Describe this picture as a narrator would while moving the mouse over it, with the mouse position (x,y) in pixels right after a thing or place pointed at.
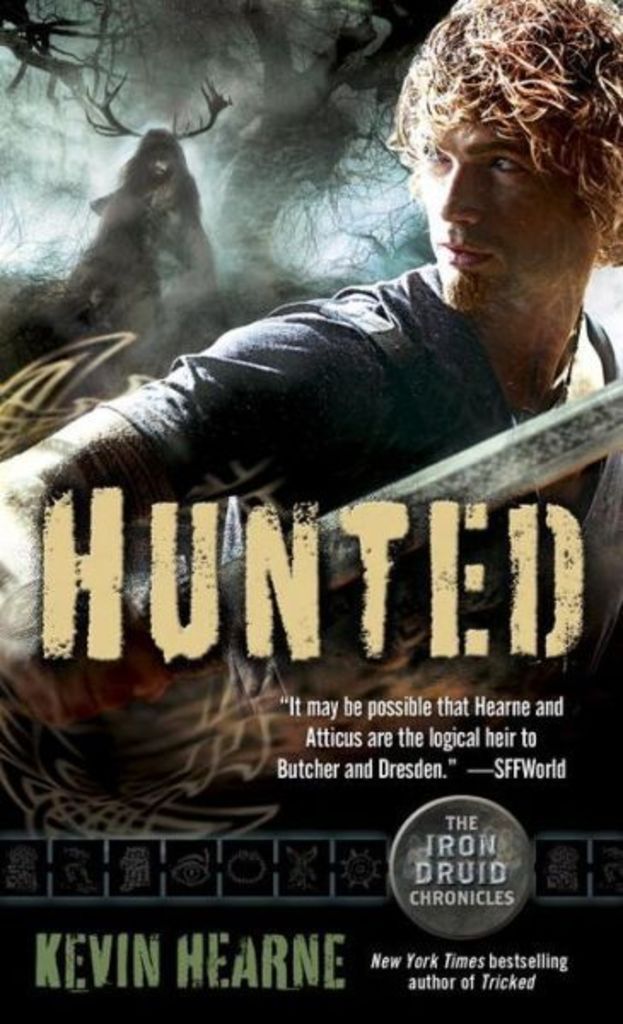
In the image there is a poster (448,212) of a man (573,206) holding a sword (556,440) with text (154,559) in the front (295,622).
